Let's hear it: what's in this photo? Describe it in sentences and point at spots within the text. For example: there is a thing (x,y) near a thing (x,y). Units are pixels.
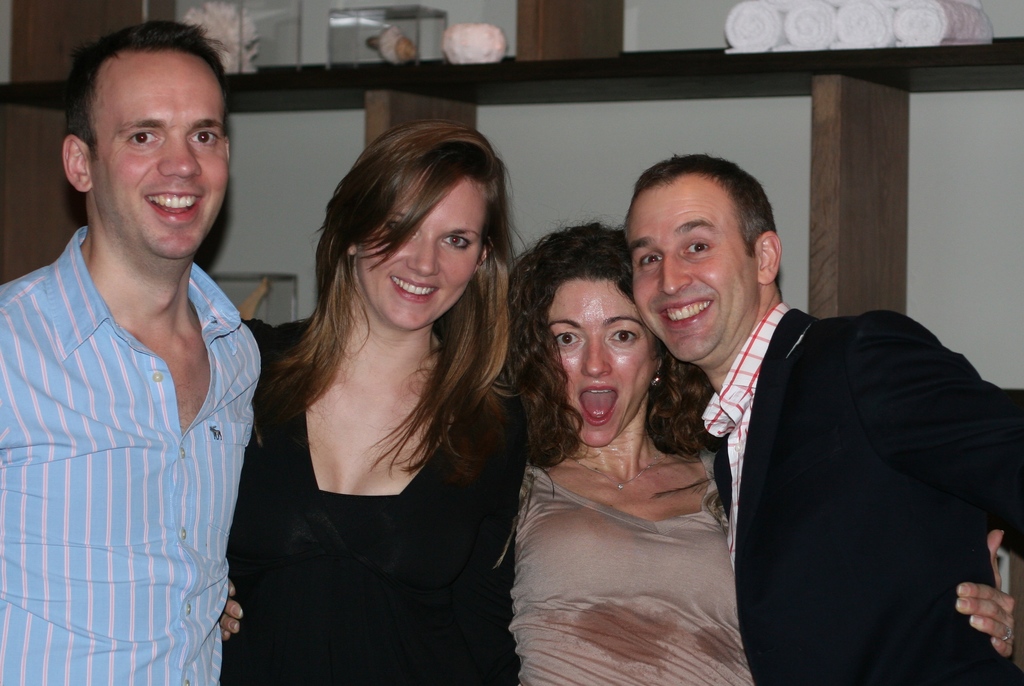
In this image I see 2 men (157,74) and 2 women (407,473) who are smiling and I see that all of them are standing and in the background (22,170) I see the racks (65,190) on which there are few white rolls (840,47) over here and I see few more things (238,4) over here and I see the white wall (969,268).
